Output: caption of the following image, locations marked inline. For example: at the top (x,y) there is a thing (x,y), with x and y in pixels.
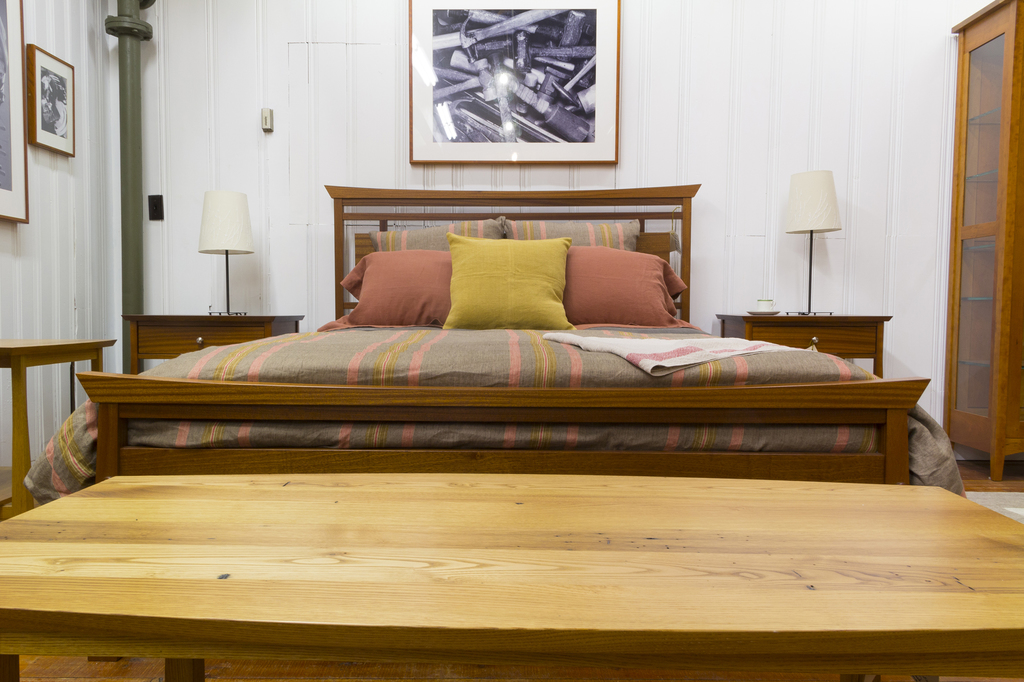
In the foreground of this image (651,596), there is a table (454,560). In the background (502,384), there is a bed (469,368), pillows (587,302), a towel (683,341), two lamps (230,226) on the table (812,333) are on the either side to the bed (475,381), a rack (1019,250), wall (783,63), frames (524,62), a pipe (136,113) and another table (12,355).
